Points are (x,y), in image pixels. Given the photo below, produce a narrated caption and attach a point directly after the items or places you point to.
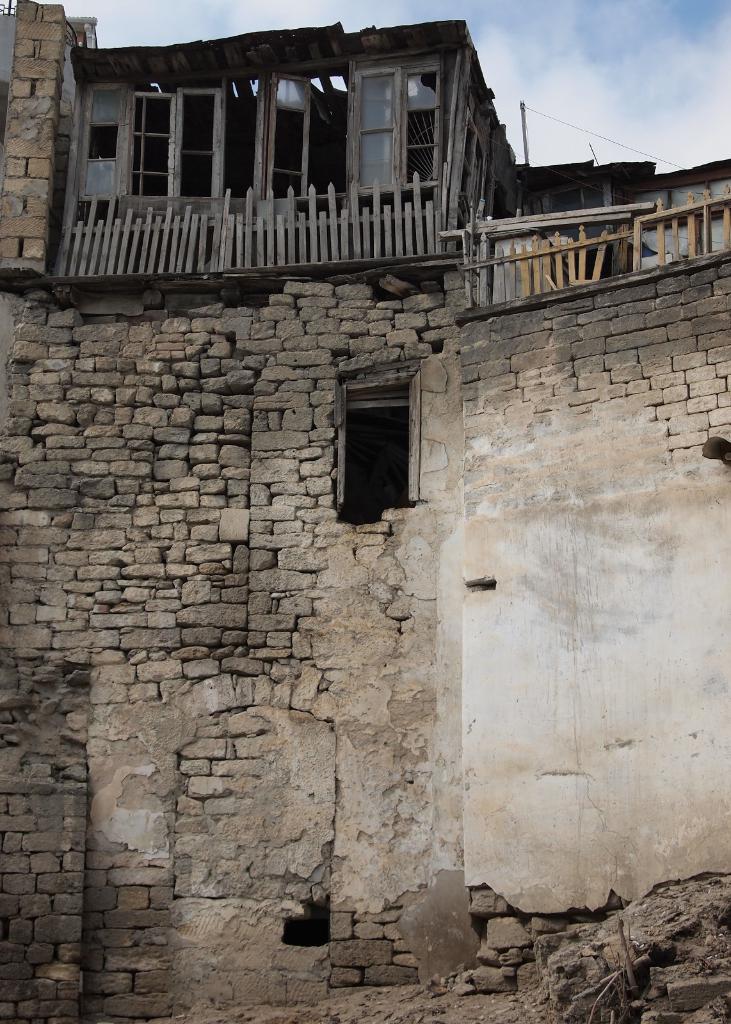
In this picture we can see the sky (615,97), building (326,38), wooden fence (460,236) and windows (339,163).
